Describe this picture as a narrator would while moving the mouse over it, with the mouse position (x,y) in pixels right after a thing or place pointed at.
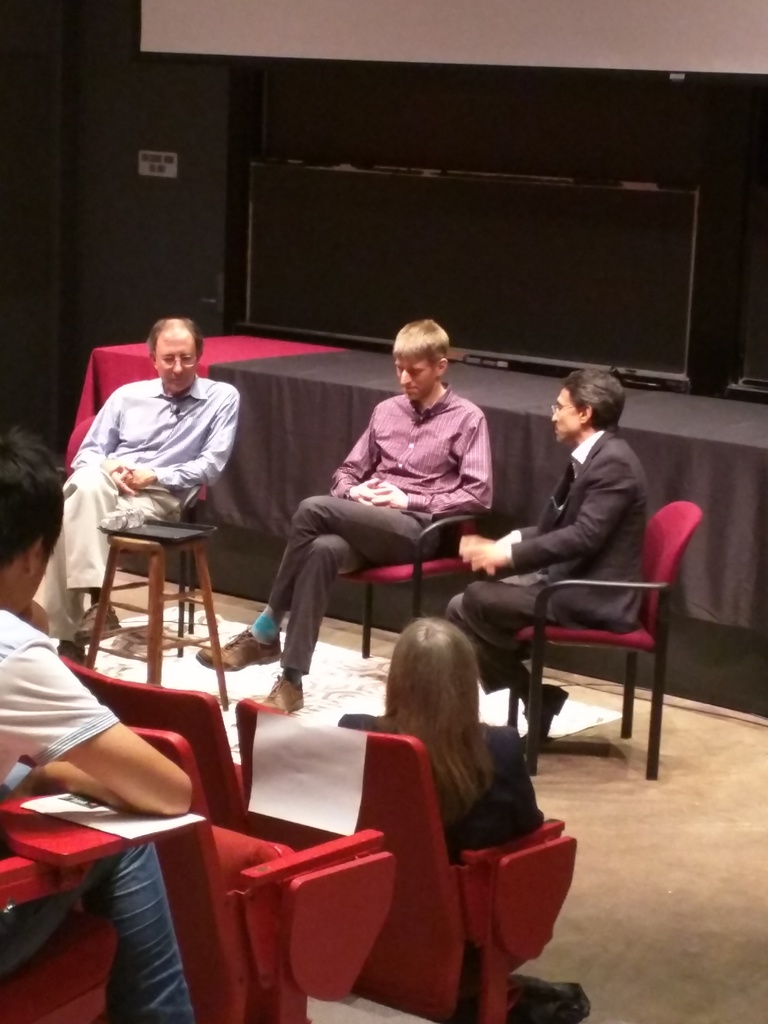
In the picture there are five people (24,605) sitting on the chairs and in the background (236,362) there is a table cloth (244,344) is placed on it.
